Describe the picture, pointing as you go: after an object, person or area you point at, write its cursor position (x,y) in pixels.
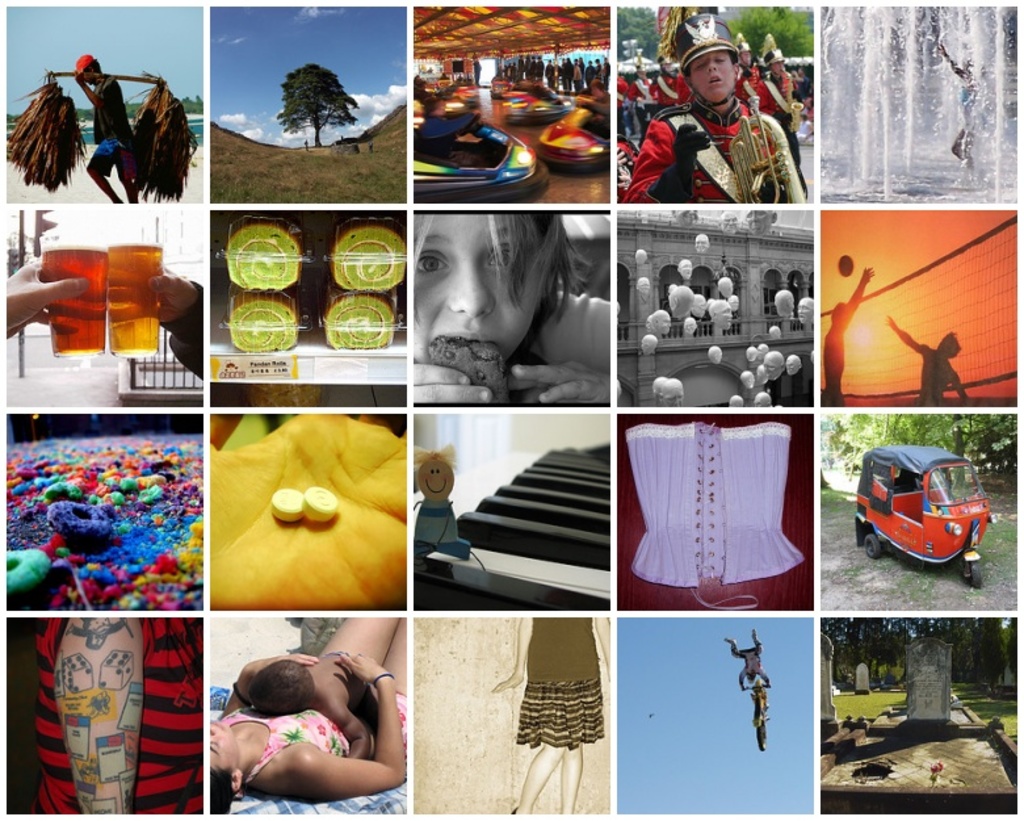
In this image i can see a man (111,138) standing, a plant (50,152) i can see two human hands (165,298), and a glass (119,295) at the right side (950,527) there is a vehicle (950,527) at the down there are two persons (360,695) lying.
